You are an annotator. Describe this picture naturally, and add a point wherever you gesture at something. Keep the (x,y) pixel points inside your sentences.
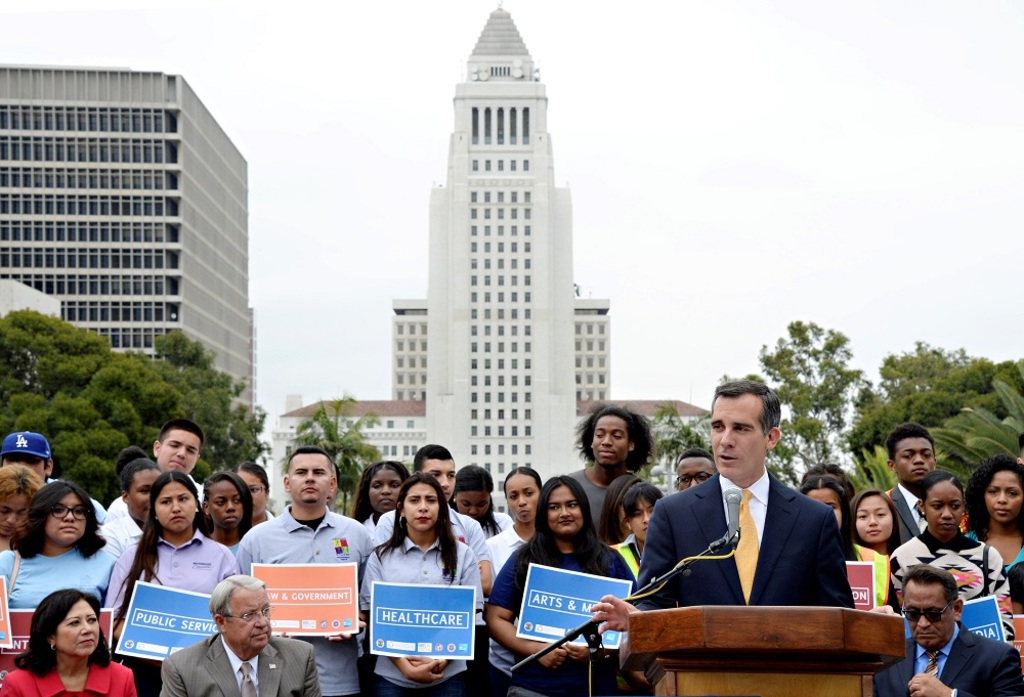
In the image we can see there are people (502,529) standing and holding paper posters (25,639) in their hand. There is a man (756,593) standing near the podium (714,660) and there is a mic (735,518) with a stand (716,547). Behind there are trees (904,407) and there are buildings (481,349). There is a clear sky (250,84).
